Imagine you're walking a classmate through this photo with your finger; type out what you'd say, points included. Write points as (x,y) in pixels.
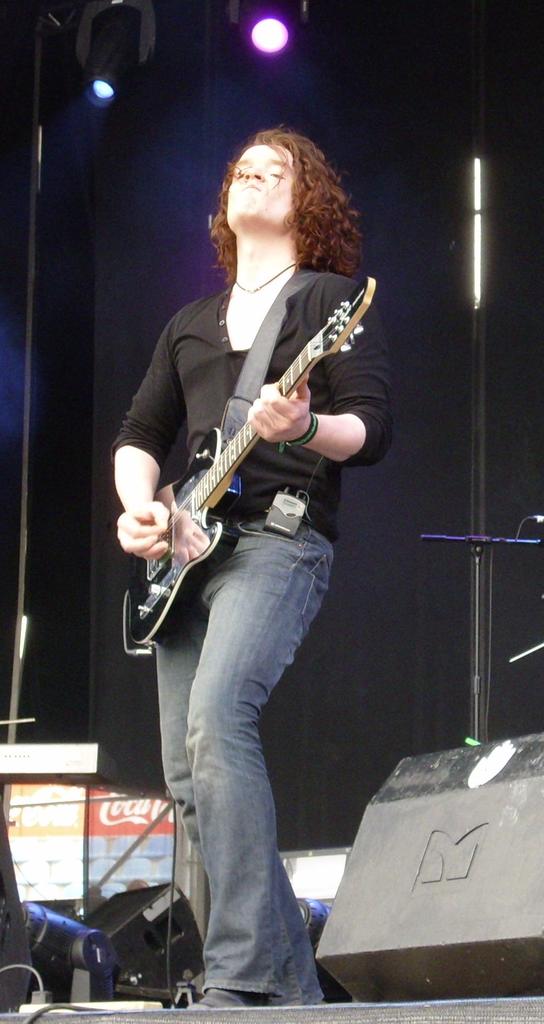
In this picture i could see a person (289,201) holding a guitar (214,471) and moving the strings (216,473) it seems like a stage performance in the back ground (355,108) there is a black colored wall (369,103) and a flash light (272,38).
